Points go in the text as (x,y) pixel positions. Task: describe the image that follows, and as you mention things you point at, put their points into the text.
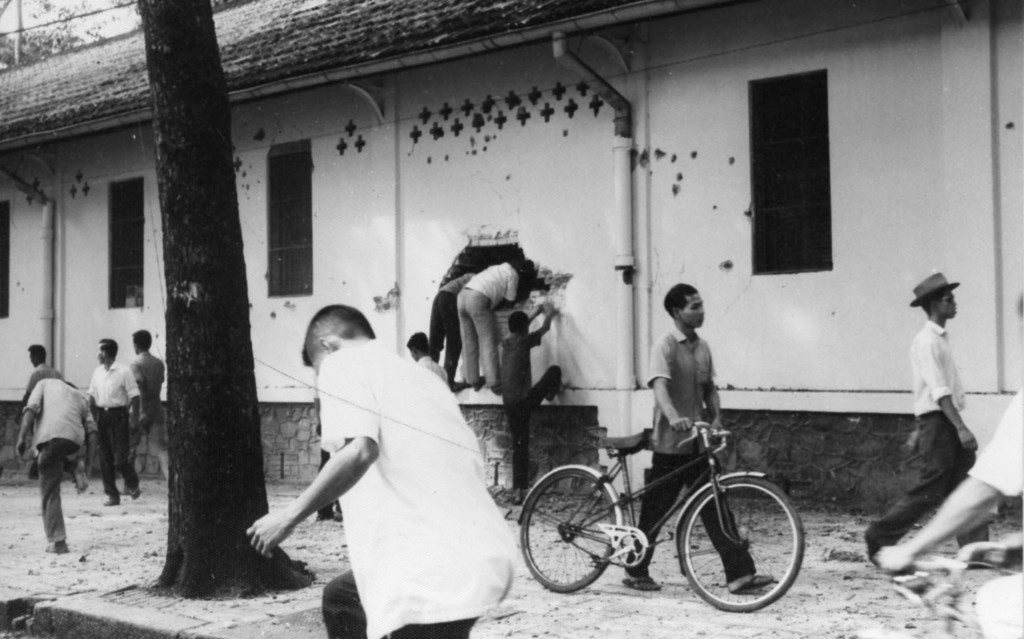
This is a black and white picture. There are few people (319,335) walking. This is a tree trunk (239,259). This is a building (664,123) with windows (279,219). There are few people (476,295) climbing the wall (506,314) and peeping into the building (537,262). Here is the person (678,443) holding bicycle (682,507) and walking.
